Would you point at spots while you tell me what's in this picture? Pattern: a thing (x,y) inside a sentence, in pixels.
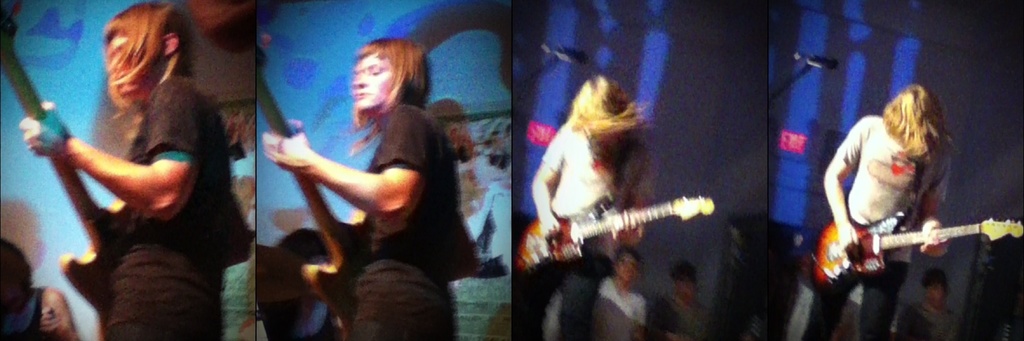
This is collage edit with 4 images in it. There are 2 people (152,178) in this pictures and both are playing guitar (641,215).
